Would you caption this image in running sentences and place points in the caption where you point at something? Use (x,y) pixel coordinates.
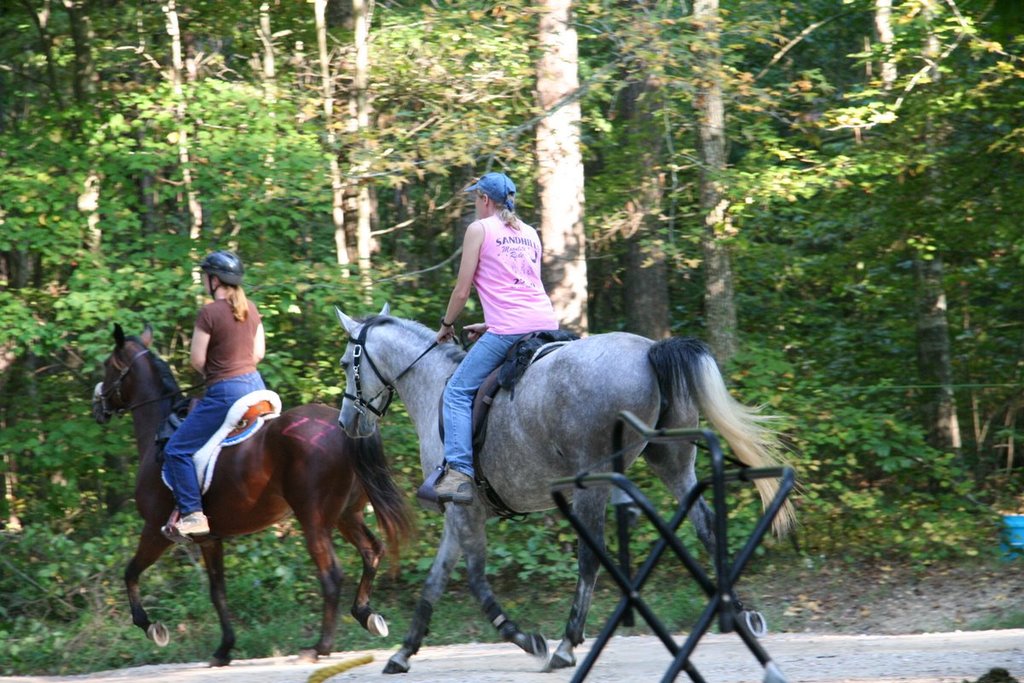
In this image in the middle (536,453), there is a horse (517,412) on that there is a woman (494,354), she wears a t shirt (491,311), trouser (462,428), shoes (460,486) and cap (493,187). On the left (265,479) there is a horse (164,391) on that there is a woman (223,334), she wears a t shirt (222,344), trouser (201,413), shoes (193,528) and cap (231,271), she is riding a horse (148,387). In the background (596,326) there are trees (646,199), plants (870,463) and land (883,598).
